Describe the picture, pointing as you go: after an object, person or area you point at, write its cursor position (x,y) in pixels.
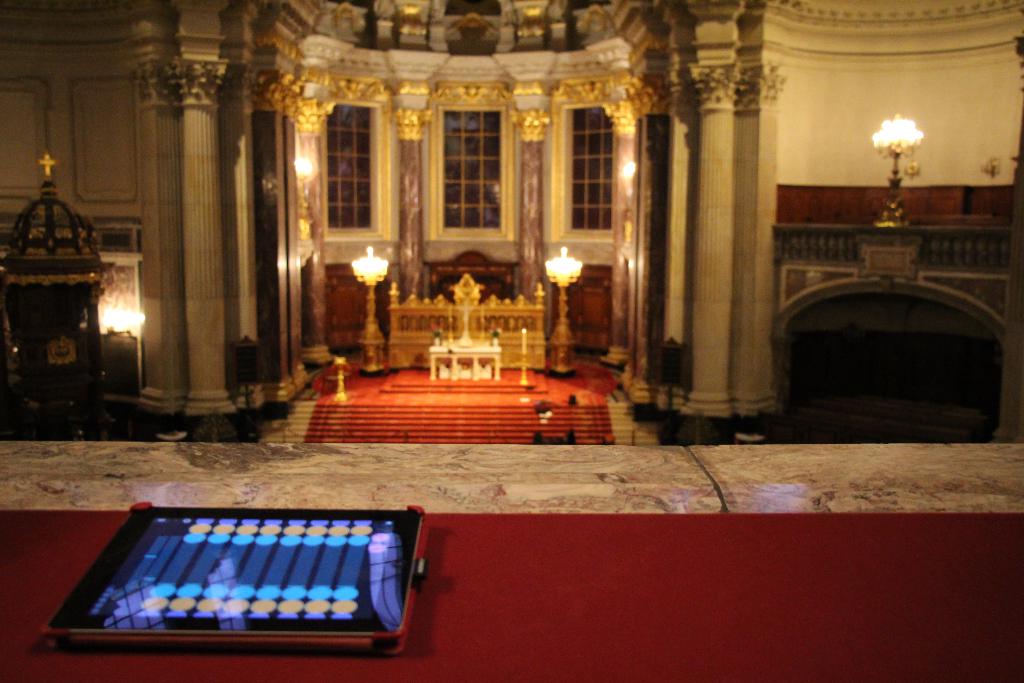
In the foreground of the image (530,613) we can see the carpet (472,659) and an object (353,561). In the middle of the image (445,424) we can see the steps (401,391) and lights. On the top of the image (419,158) we can see pillars (664,237) and glass windows (484,208).
